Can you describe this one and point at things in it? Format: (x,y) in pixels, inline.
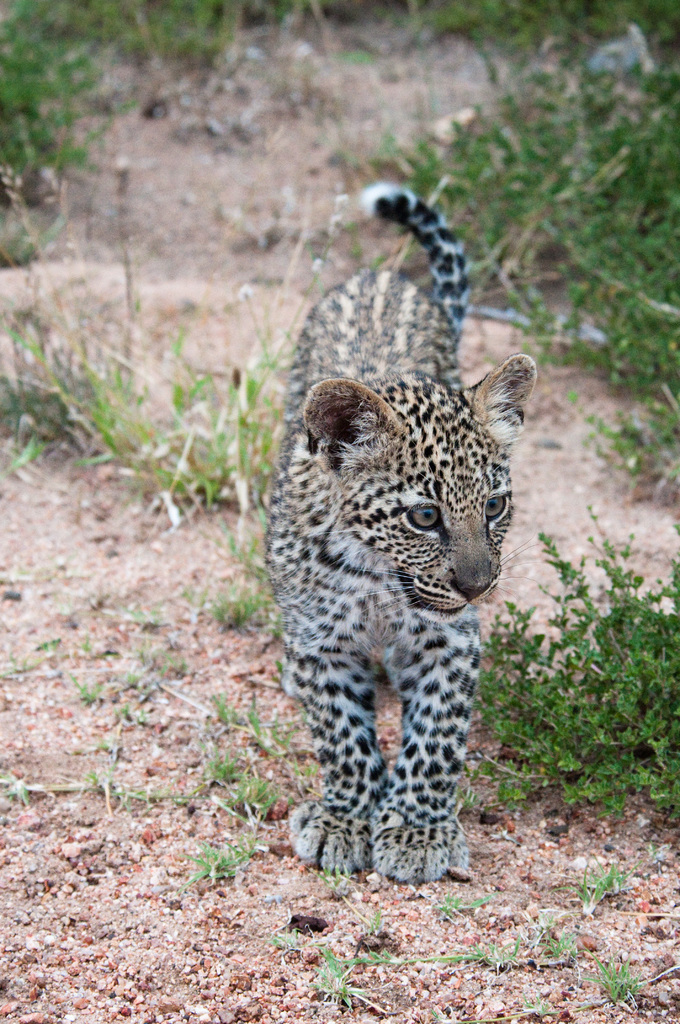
In the image there is a leopard cub (408,455) standing on the land (254,820) and there are plants (592,646) in the back side (543,177).
